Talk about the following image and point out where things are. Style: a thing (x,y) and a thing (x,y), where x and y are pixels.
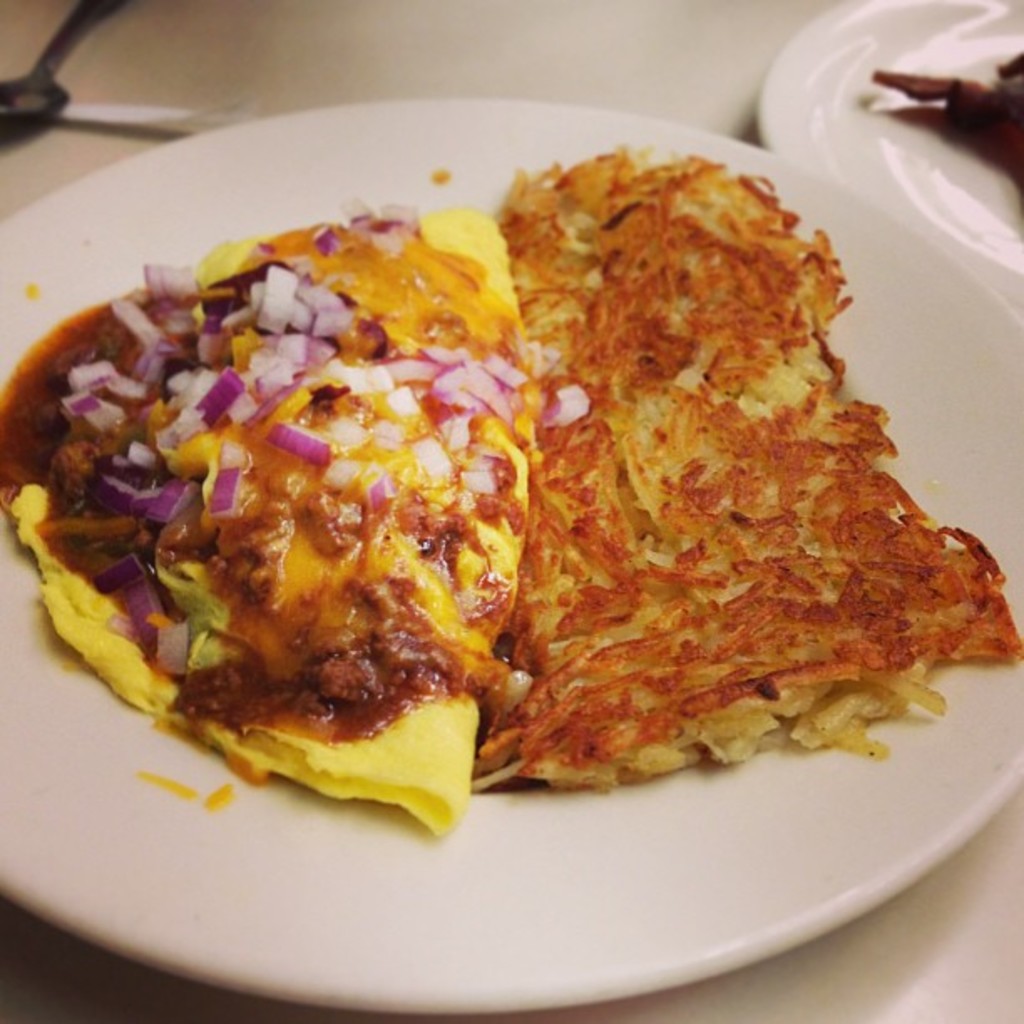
In this image there are some food items (593,401) arranged on two plates (963,325), which is on the table (313,42), in back of the plate (341,841) there is a spoon (64,40).
